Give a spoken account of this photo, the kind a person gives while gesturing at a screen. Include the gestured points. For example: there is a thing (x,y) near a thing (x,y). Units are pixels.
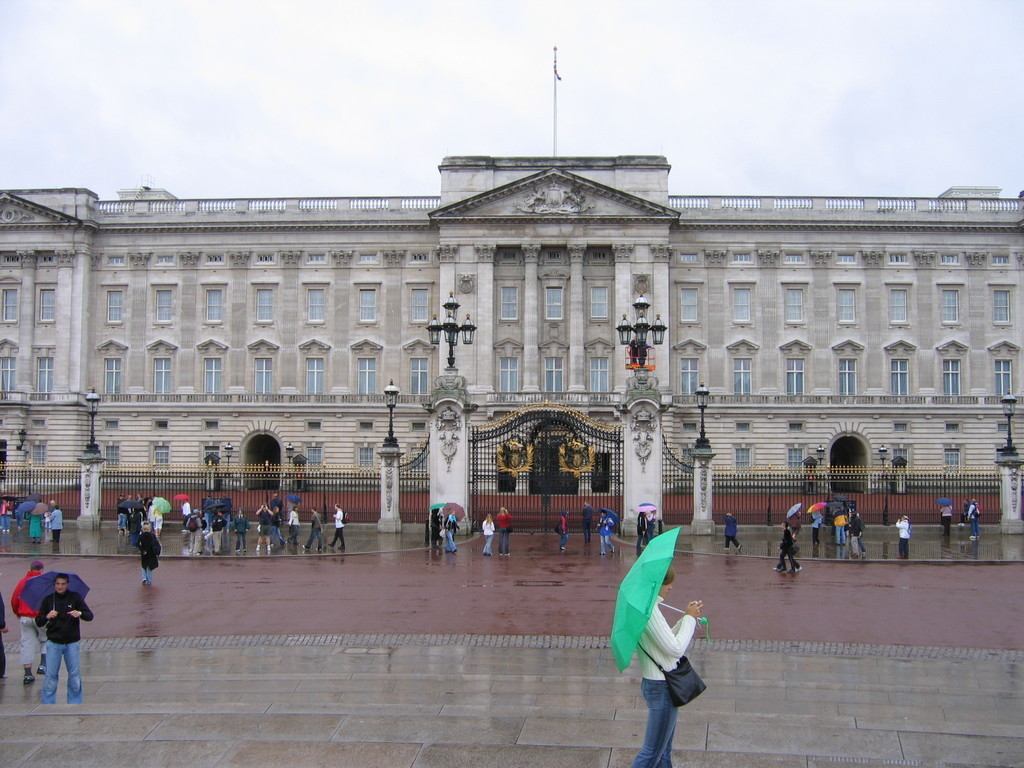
In this image few persons (790,529) are on the floor (718,574). Few persons (784,566) are holding umbrellas (662,539). Bottom of the image (646,656) there is a person (655,721) standing and he is holding an umbrella (632,599). He is carrying a bag (676,679). There is a fence (314,467) having a gate (602,473). Few street lights (701,391) are on the pillars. Background (856,254) there is a building (591,362) having windows (114,460). Top of the image (405,101) there is sky (359,101).
